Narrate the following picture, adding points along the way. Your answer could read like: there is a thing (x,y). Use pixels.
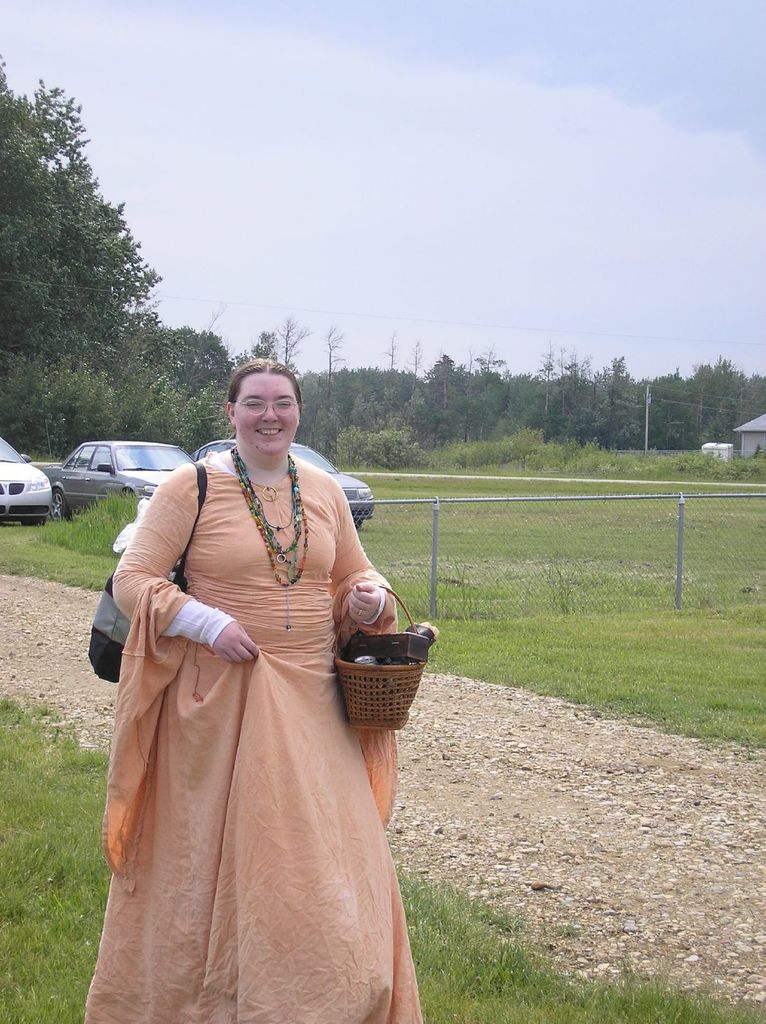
In this picture I can see a woman (131,569) standing and carrying a bag (126,626), basket (386,676), behind we can see some vehicles (7,460) on the grass (606,527), fencing (721,504), house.
